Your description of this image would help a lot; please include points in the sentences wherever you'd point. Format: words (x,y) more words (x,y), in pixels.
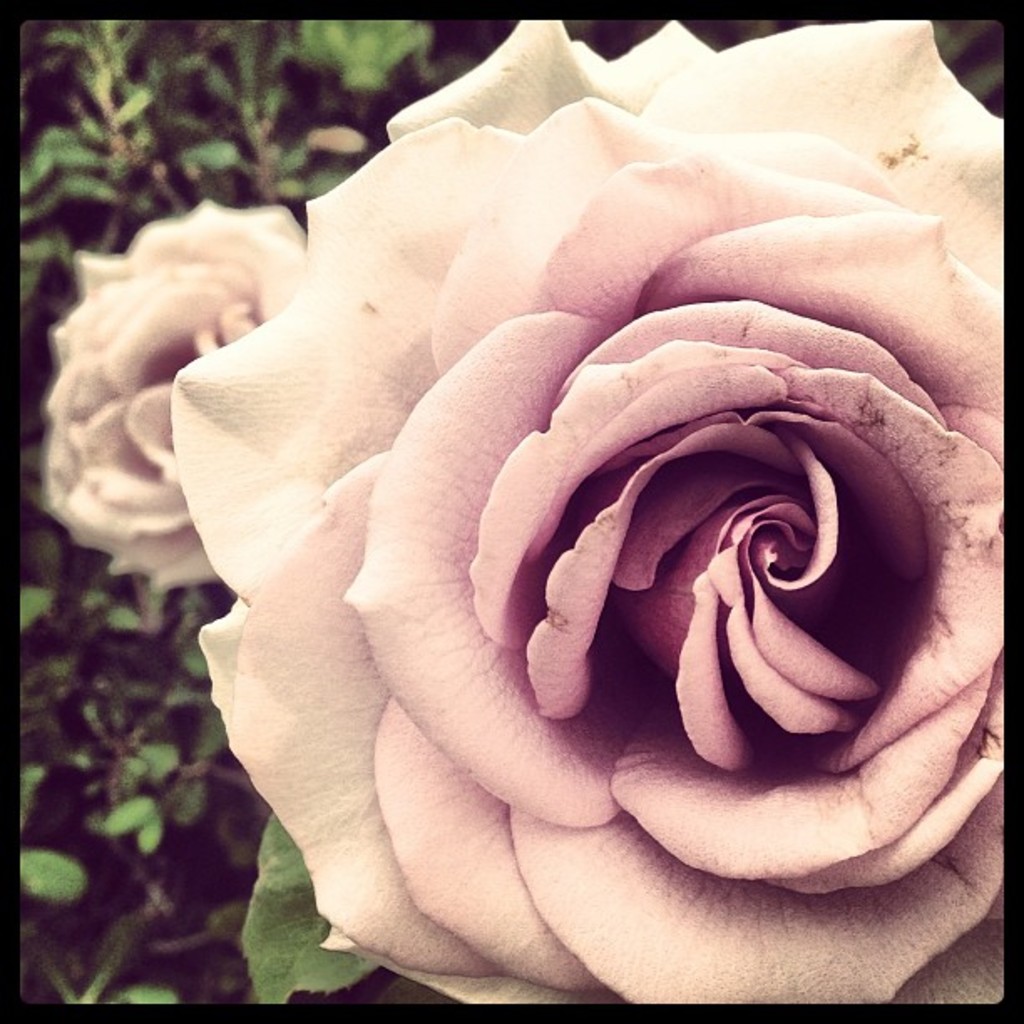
In this image we can see few pink flowers (374,605) and plants (38,105).
